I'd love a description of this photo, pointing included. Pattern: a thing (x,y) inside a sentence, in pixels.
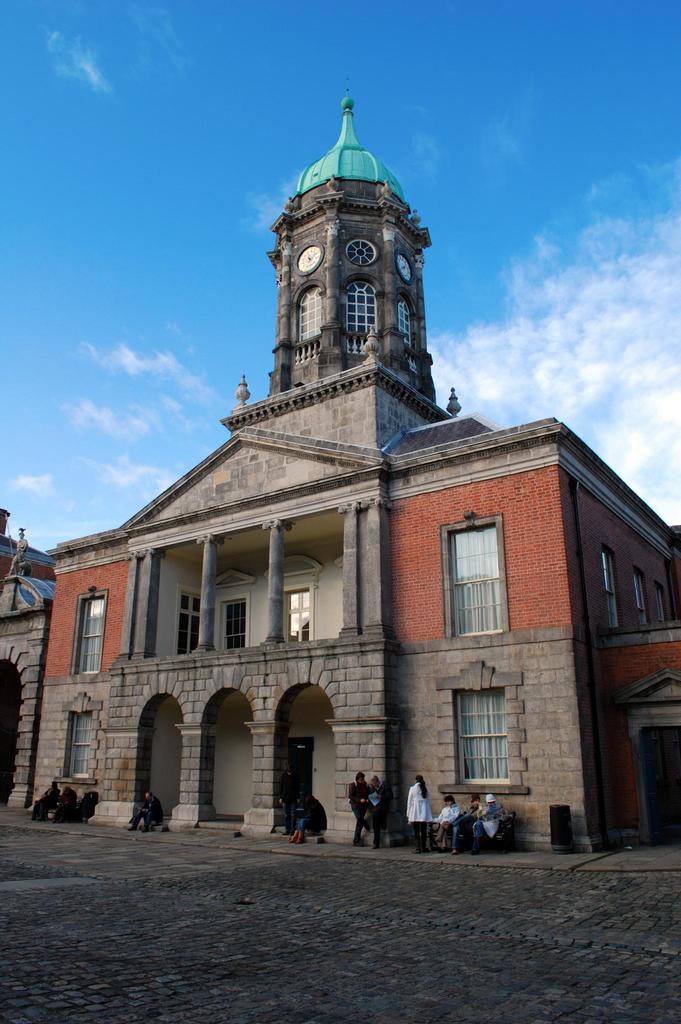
In this image, we can see a building (366,589) with brick walls (563,593), glass windows (245,628), pillars (270,629). Here we can see few clocks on the wall (307,284). At the bottom (453,815), a group of people (363,826) are there. Few are sitting and standing. Here we can see a platform (319,936). Background (35,331) there is a sky (82,326).
